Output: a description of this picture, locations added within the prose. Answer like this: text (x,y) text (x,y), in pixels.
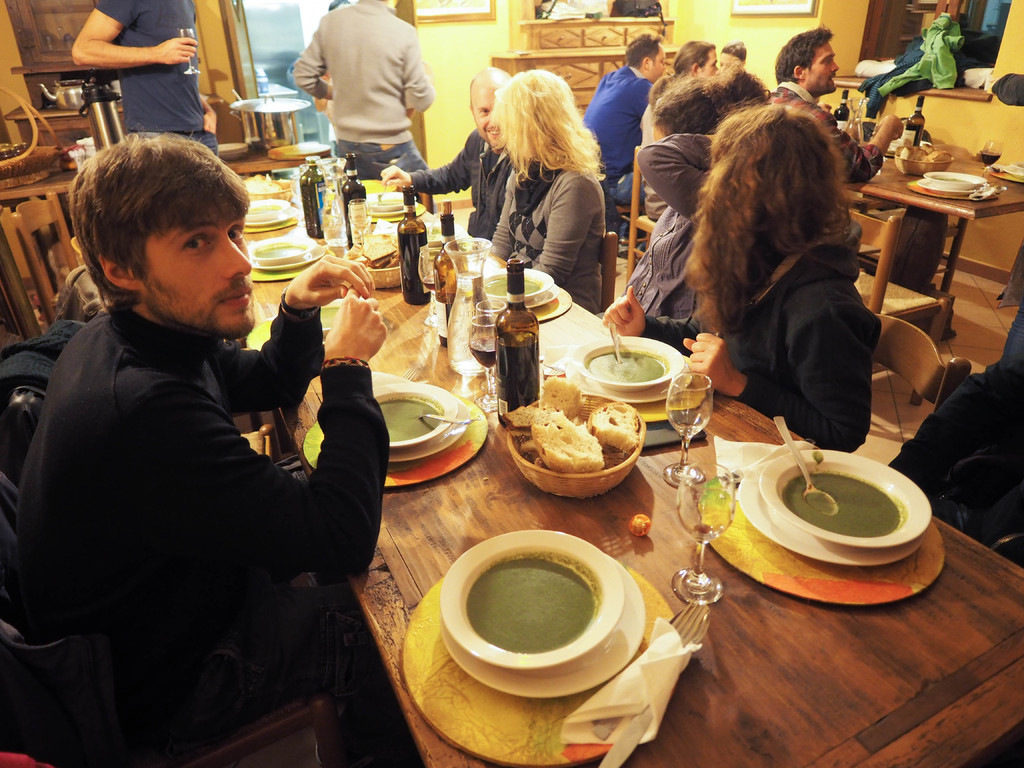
In this picture we can see few persons (363,383) sitting on chairs (924,312) in front of a table (951,626) and on the table (648,539) we can see dishes (600,385), glasses (702,483), tissue papers (677,643), spoons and forks (687,626) and bottles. This is a window (994,22). Here we can see few persons (141,41) standing. We can see a wall (678,21) in yellow colour.
